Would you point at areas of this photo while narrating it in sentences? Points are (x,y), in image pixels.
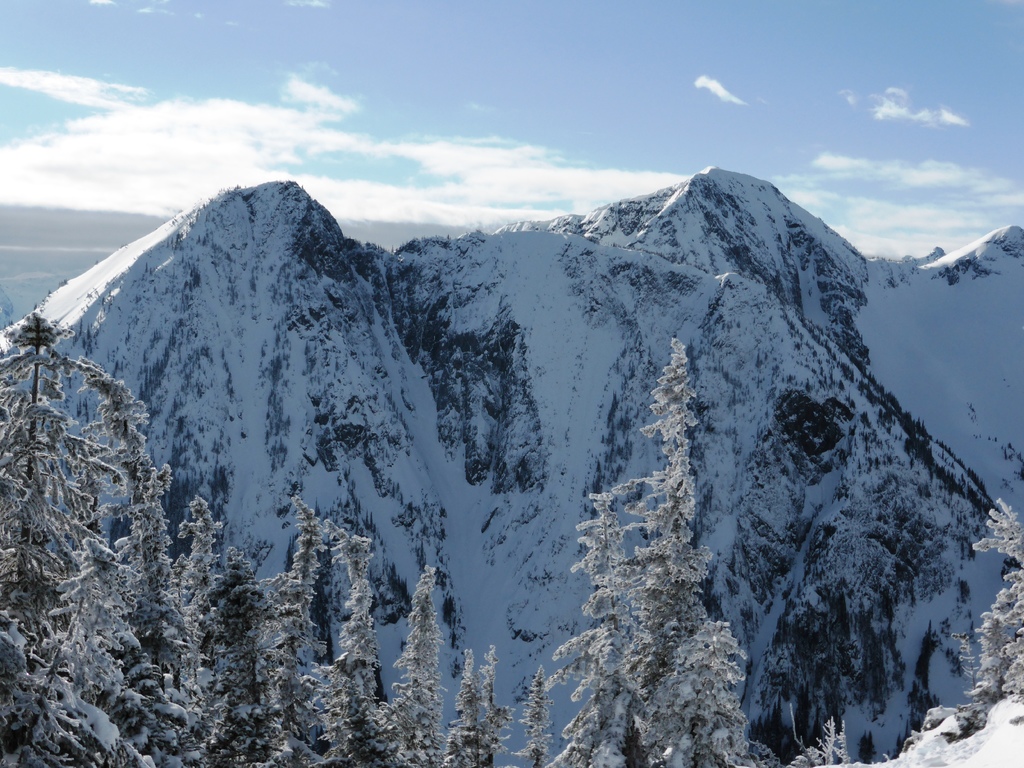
In the image there are trees (241,644) in the front (604,599) covered with snow (604,597) and behind there are mountains (502,377) with snow (568,375) all over it and above its sky (403,115) with clouds (217,141).
